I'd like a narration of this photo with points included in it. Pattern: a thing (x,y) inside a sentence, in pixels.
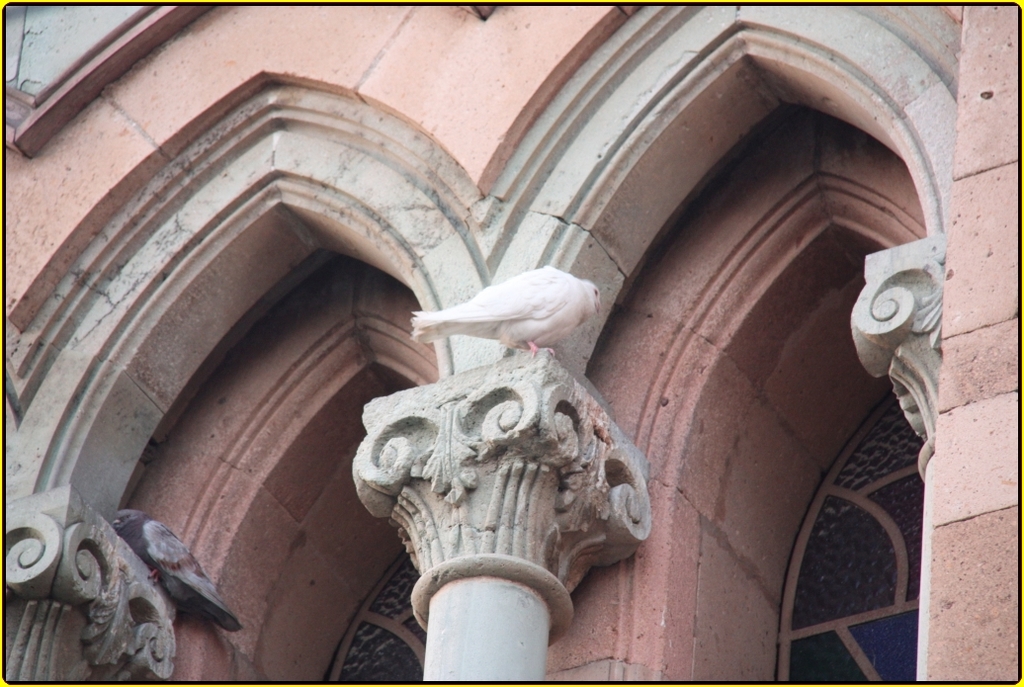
In this image, we can see pillars (11,518) and arches (546,222). We can see two birds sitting on the pillars (465,374).
